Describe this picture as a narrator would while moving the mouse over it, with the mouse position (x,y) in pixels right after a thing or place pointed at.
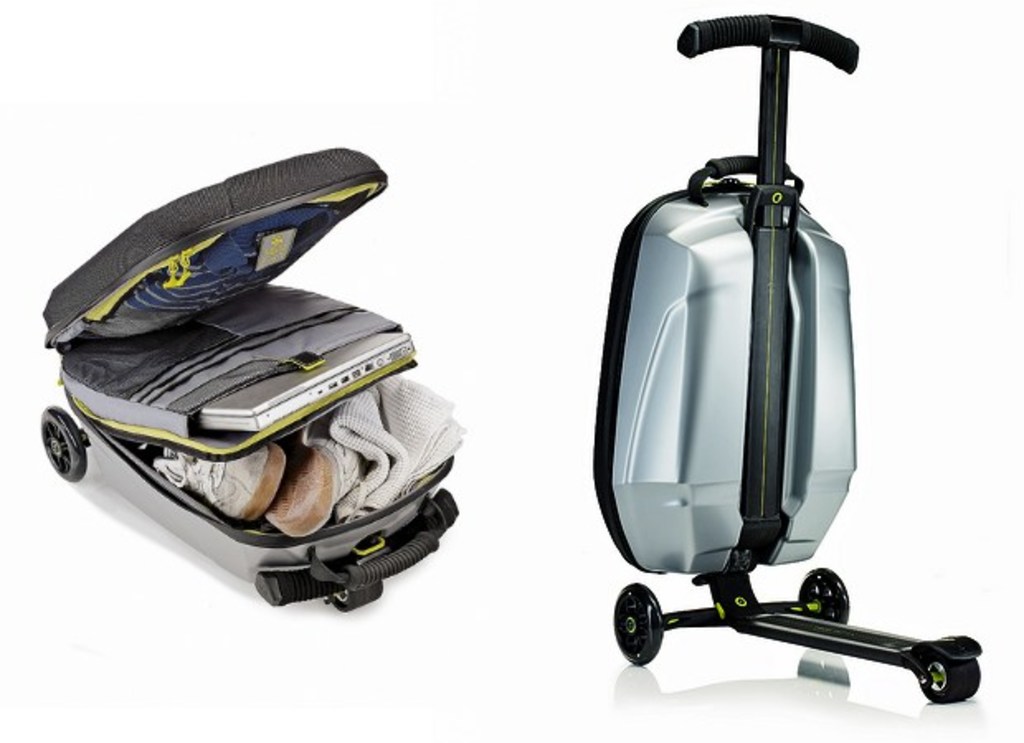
It's a luggage box (357,534) in which we have towel (373,489), shoes (281,463), laptop (296,390), T-shirt (227,273) and it has wheels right side (683,533) we have an image.
